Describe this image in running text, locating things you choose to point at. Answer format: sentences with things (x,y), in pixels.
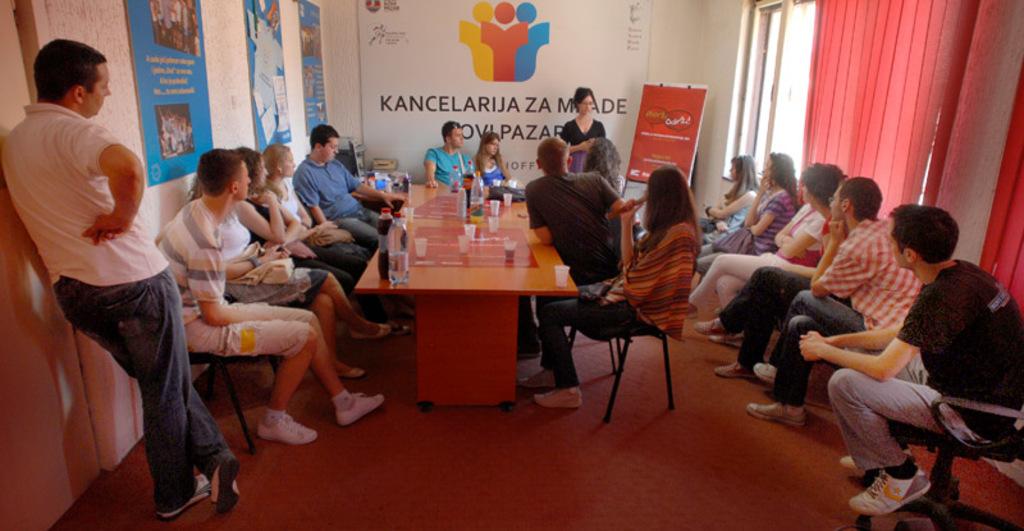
In this picture we can see some persons (894,410) sitting on the chairs (911,439). This is the floor (592,468). There is a table (469,286), on the table (447,264) there are bottles (399,269), and glasses (413,215). And here we can see a person (112,308) leaning on to the wall (15,370). On the background (406,66) we can see some hoardings (485,84). And this is the curtain (817,74) and there is a window (764,120).
